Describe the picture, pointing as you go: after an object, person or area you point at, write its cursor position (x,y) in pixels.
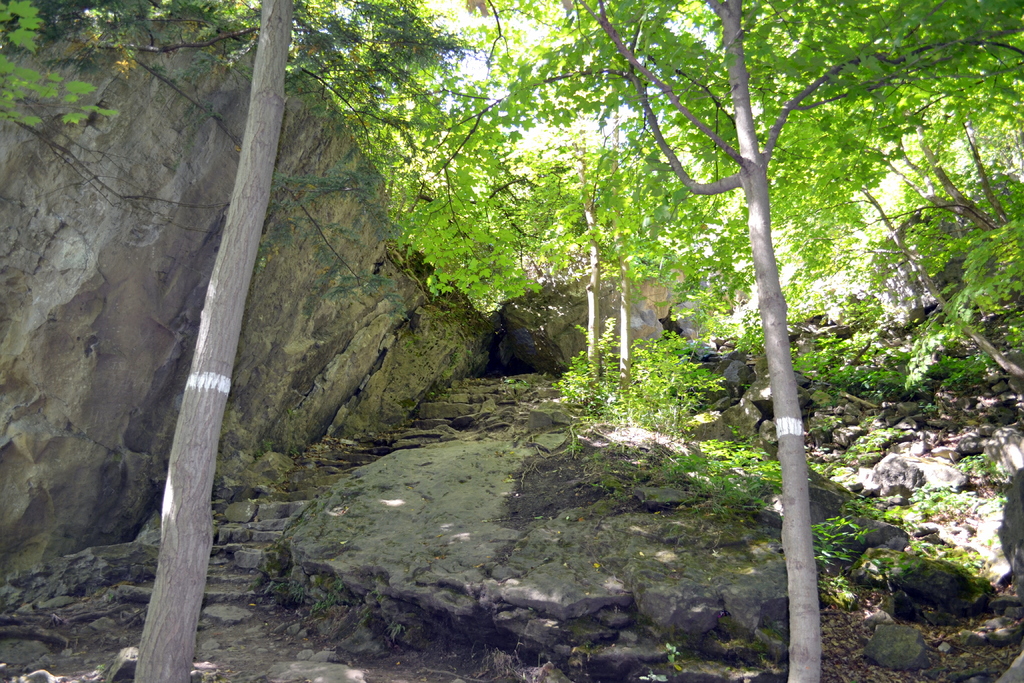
In this picture we can see a few trees (617,127) and some rocks (657,610) on the path (535,441).
